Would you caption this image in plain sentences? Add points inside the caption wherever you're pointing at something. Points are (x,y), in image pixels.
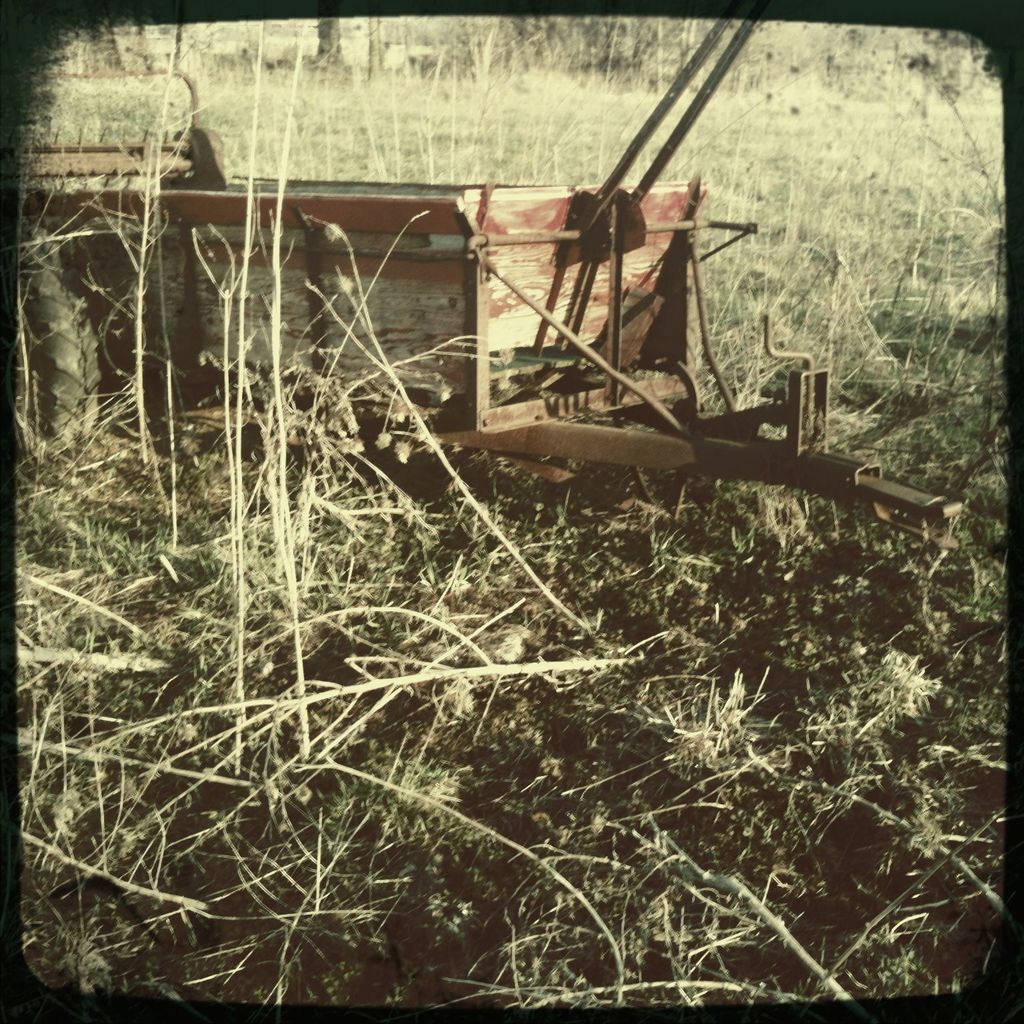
In this picture we can observe a wagon (283,313) placed on the ground (709,495). We can observe some plants (214,608) on the ground (358,821). In the background (296,153) there are trees (369,42) and an open land (509,113).
